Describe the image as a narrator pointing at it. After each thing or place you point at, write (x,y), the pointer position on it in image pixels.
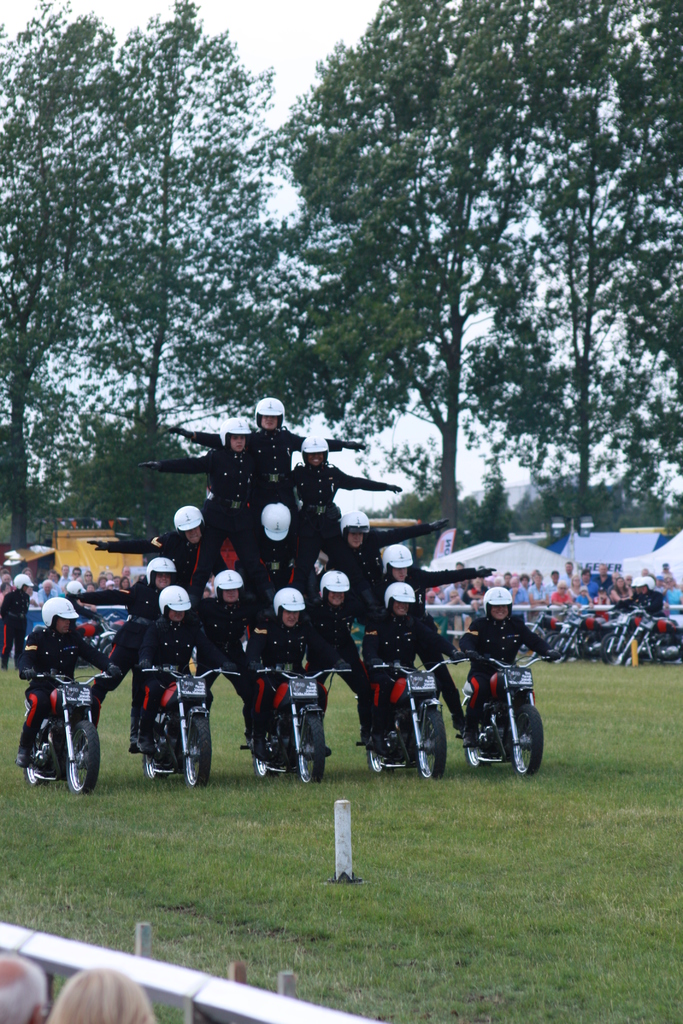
In this image there are people (486,671) who are riding the bike (505,679), standing on the bike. They are riding the motorcycle (87,726) on the ground (540,863). At the background (571,587) there are crowd (597,590) who are watching the formation of the riders (290,660).
